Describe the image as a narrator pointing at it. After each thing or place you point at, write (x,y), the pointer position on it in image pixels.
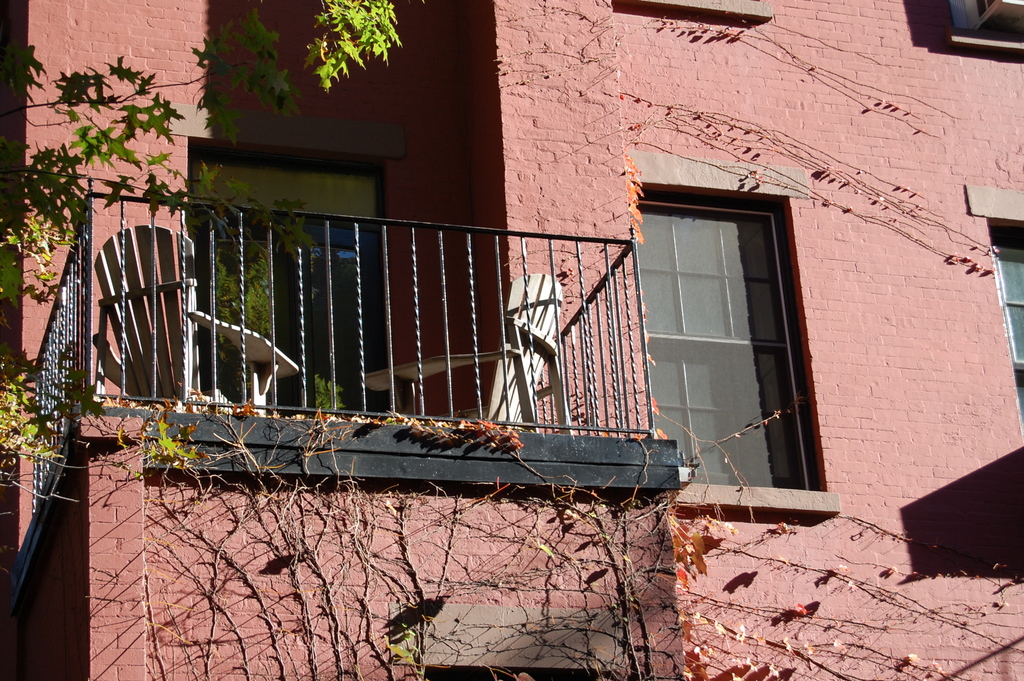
In this image there is a wall (856,350) of the building (773,167). There are glass windows (768,269) to the walls (922,295). In the center (445,316) there is a railing (153,324). Beside the railing (212,315) there are chairs (143,304). In the background (338,280) there is a door (319,282) to the building (403,207). There are leaves (141,95) and stems (557,585) on the buildings (860,298).
